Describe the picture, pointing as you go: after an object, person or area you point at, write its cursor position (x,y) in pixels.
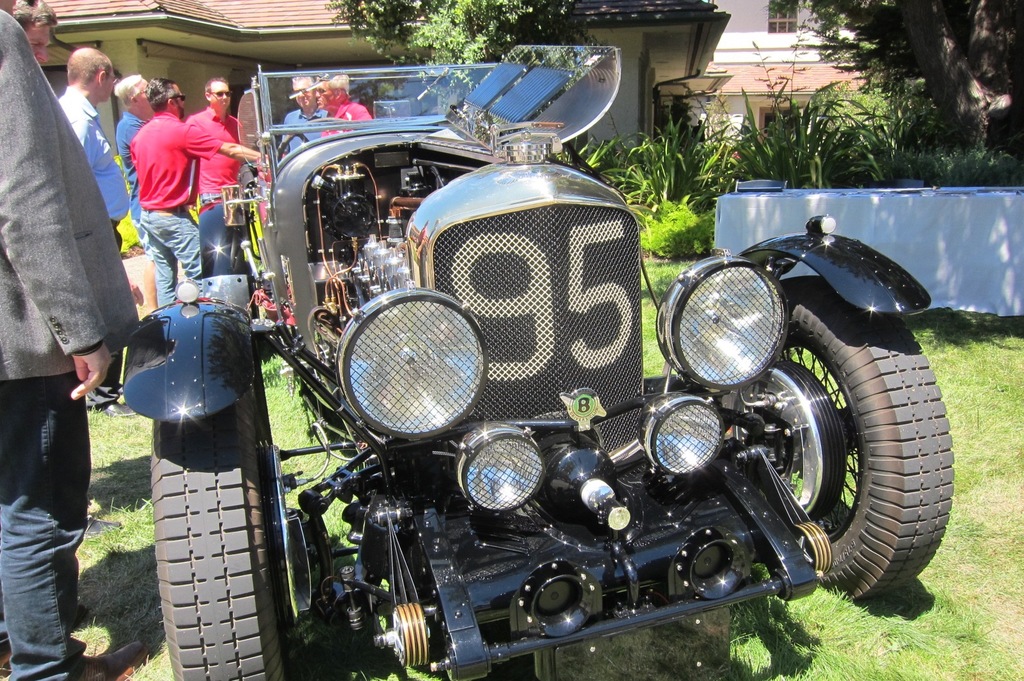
In this picture we can see old classic black color car (422,447) parked in the grass lawn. Behind we can see group of men (163,233) wearing red color t-shirts (191,144) standing and discussing something. In the background (741,33) we can see some plants (670,155) and a shed house (260,45).
